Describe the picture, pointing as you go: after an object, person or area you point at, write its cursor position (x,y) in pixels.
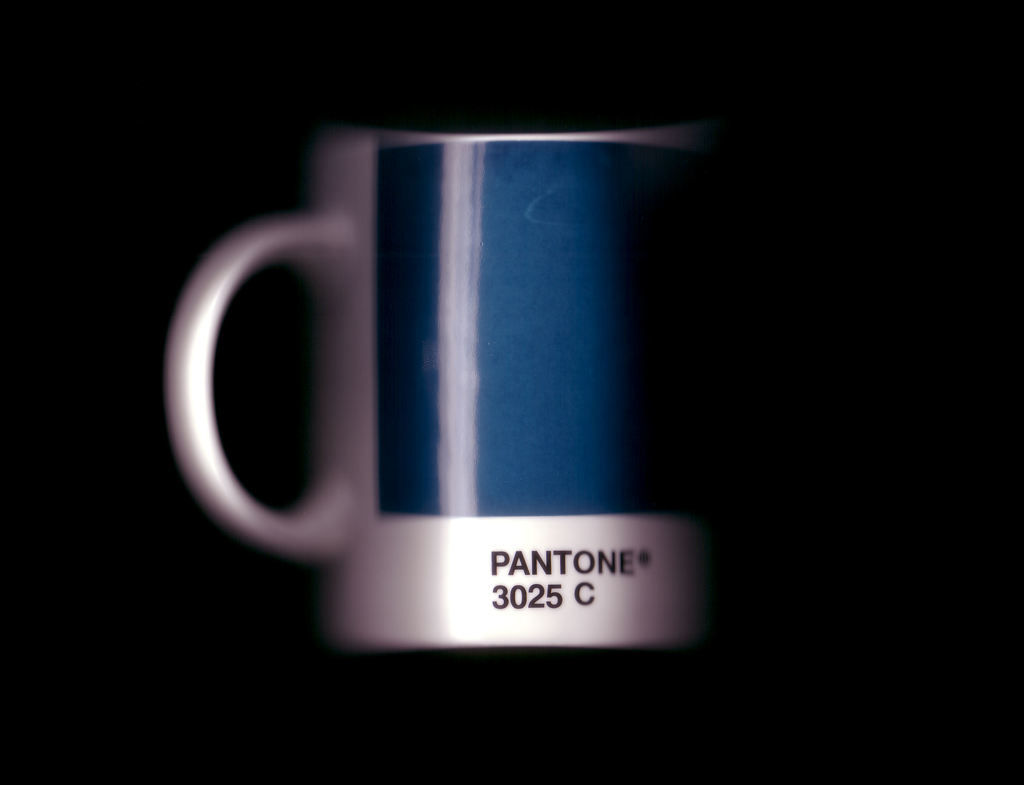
In this image there is a mug (527,619), on that mug (505,589) there is some text (520,589), in the background (219,29) it is dark.
